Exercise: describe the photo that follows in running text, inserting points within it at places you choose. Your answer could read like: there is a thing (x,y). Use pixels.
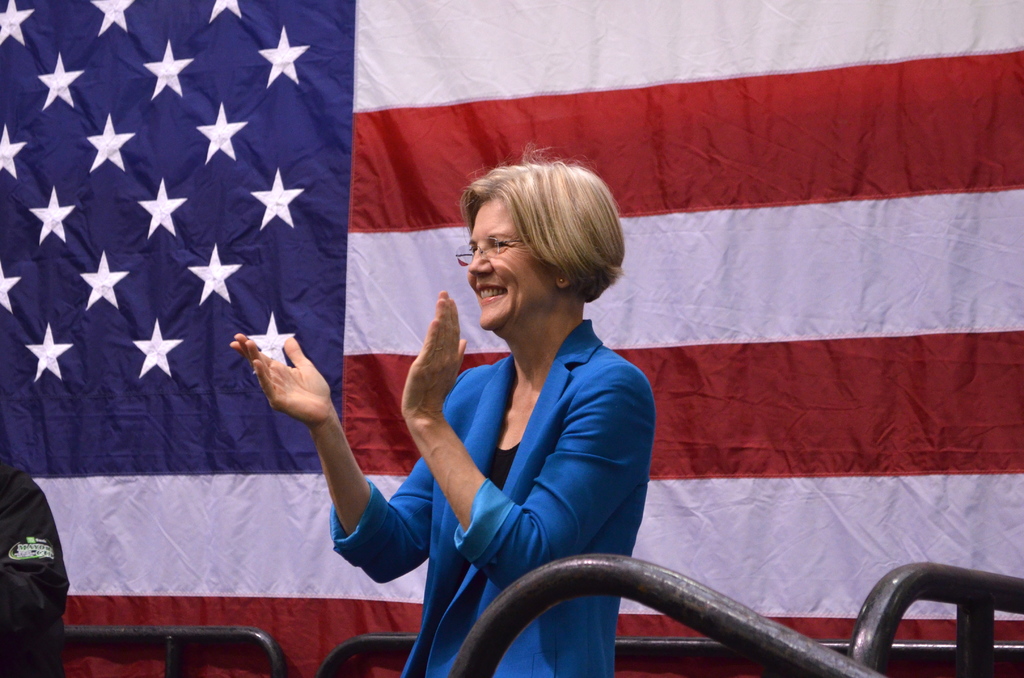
In the foreground (32,610), I can see two persons (32,610) and metal rods (659,592). In the background (650,553), I can see a flag (483,351). This image is taken, maybe on the stage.
